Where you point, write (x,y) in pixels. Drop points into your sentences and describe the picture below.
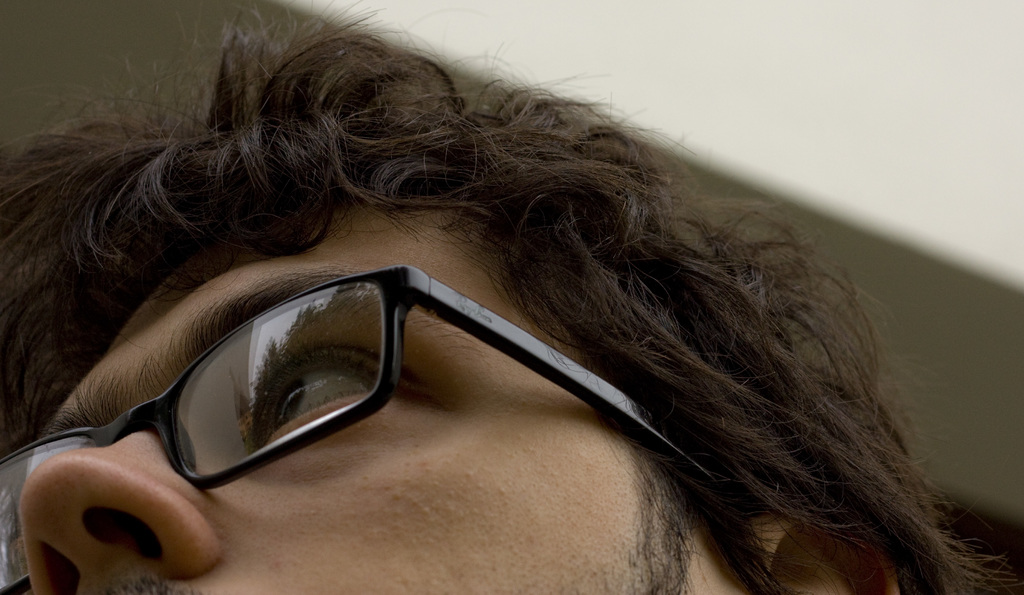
Here we can see face (360,573) of a person (475,456) which is truncated and he has spectacles (373,338). There is a blur background (867,93).
